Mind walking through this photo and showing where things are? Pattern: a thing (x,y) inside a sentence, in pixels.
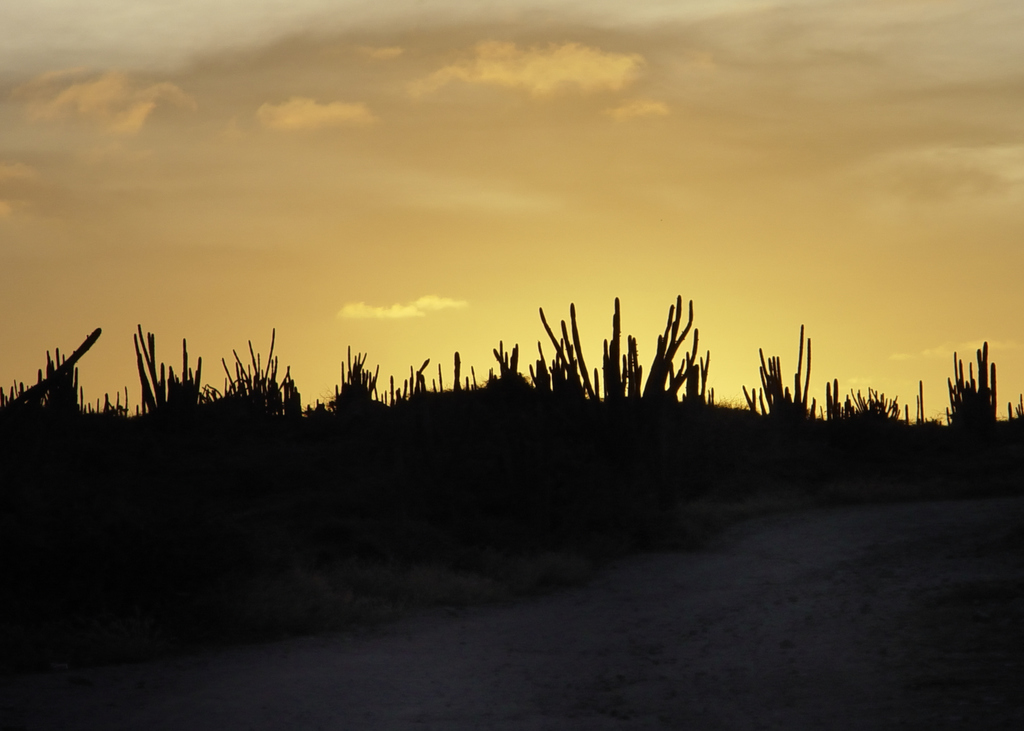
In this image in the center (495,428) there are some plants (480,452), and at the bottom (639,624) there is a walkway (88,680) and at the top of the image (500,156) there is sky (217,267).
